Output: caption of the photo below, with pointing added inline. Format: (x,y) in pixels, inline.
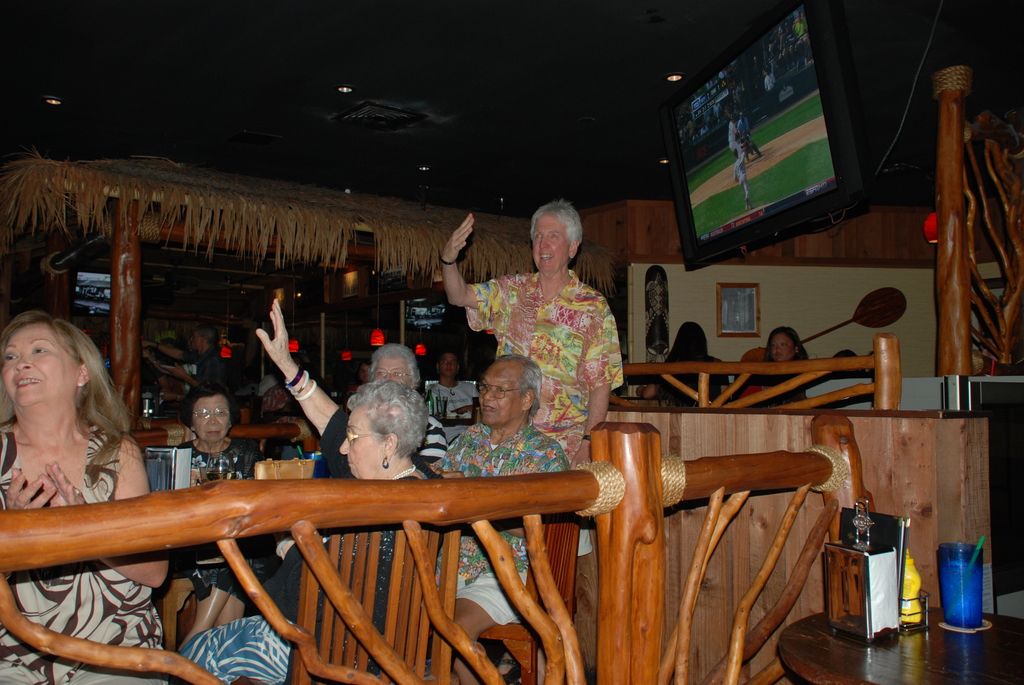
The picture is from a restaurant (498,561). in the center of the picture (368,392) there are few people (410,427) seated in chairs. In the foreground (481,513) there is railing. On the right (887,664) there is a table (918,662), on the table (945,642) there are glasses (953,590), packets (910,573), cards (889,539) and some boxes (856,583). On the top right (799,114) there is a television (726,140) In the center (528,294) a man (543,296) is standing. In the background (436,308) there are lights (379,332) and televisions (421,319). This is a thatched hut (299,190). In the center of the background (729,314) there is a wall (778,284), on the wall (692,302) there is a frame (719,303).
